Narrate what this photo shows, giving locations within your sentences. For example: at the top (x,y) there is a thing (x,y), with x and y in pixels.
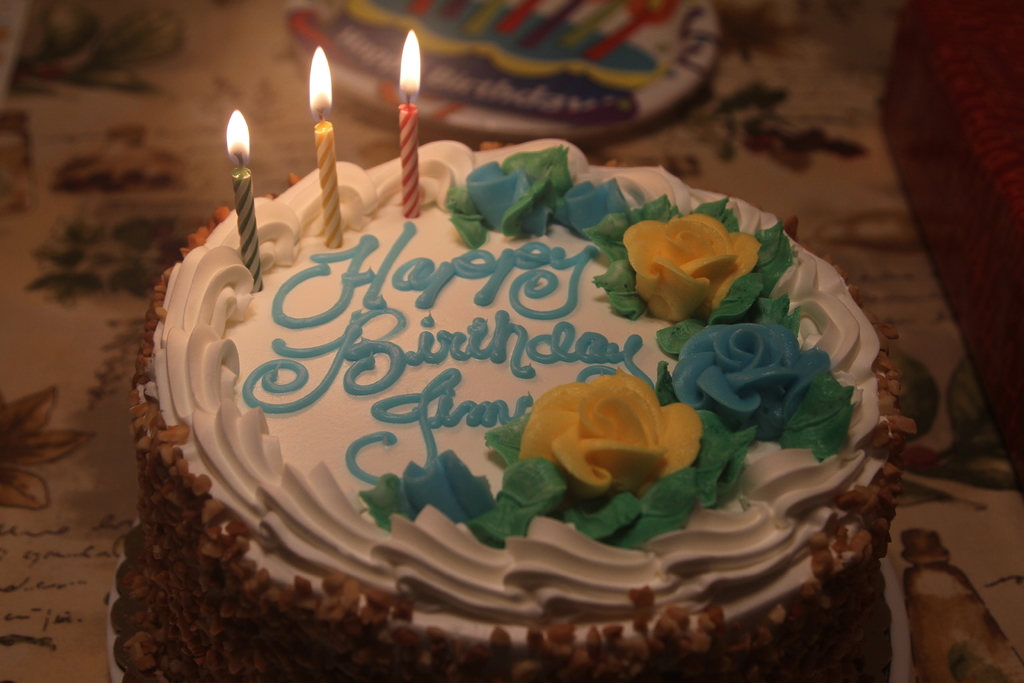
In this image, I can see a birthday cake (816,308). These are the three candles (246,205) with flames (230,148). This cake (409,281) is decorated with cream (698,426) and nuts (168,560). I think this is the table (82,535) with a cloth (124,155) on it. In the background (500,46), I can see two objects (632,73).
